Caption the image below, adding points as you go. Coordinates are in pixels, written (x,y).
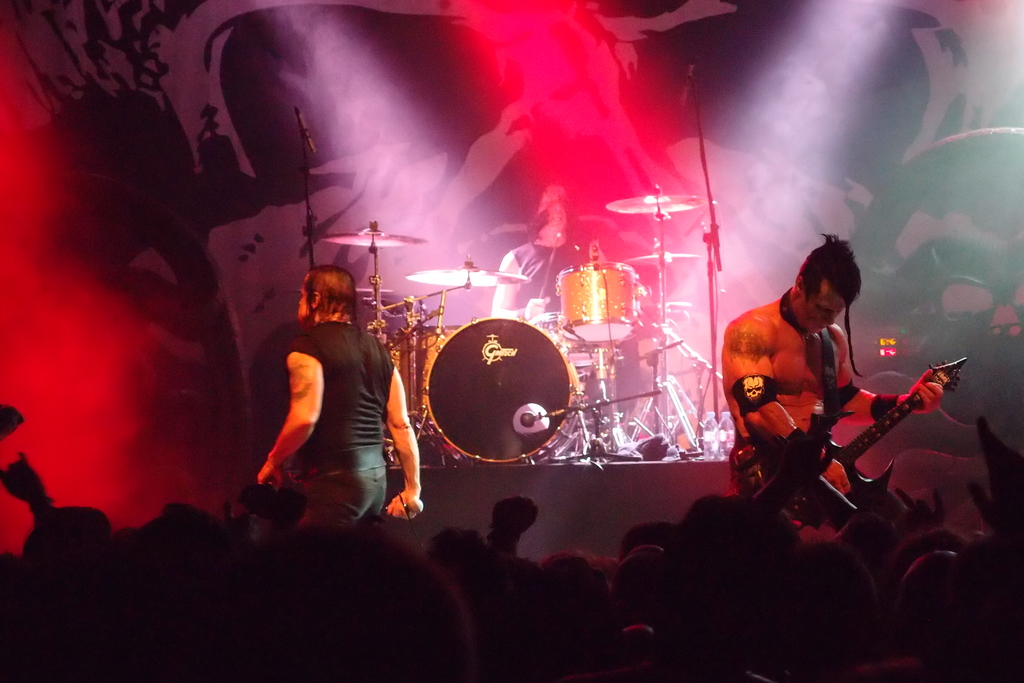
In this picture we can see some people (747,434) are standing and playing a musical instrument (519,407) opposite to them they are so many people (280,497) standing and looking towards the musicians (374,415).
